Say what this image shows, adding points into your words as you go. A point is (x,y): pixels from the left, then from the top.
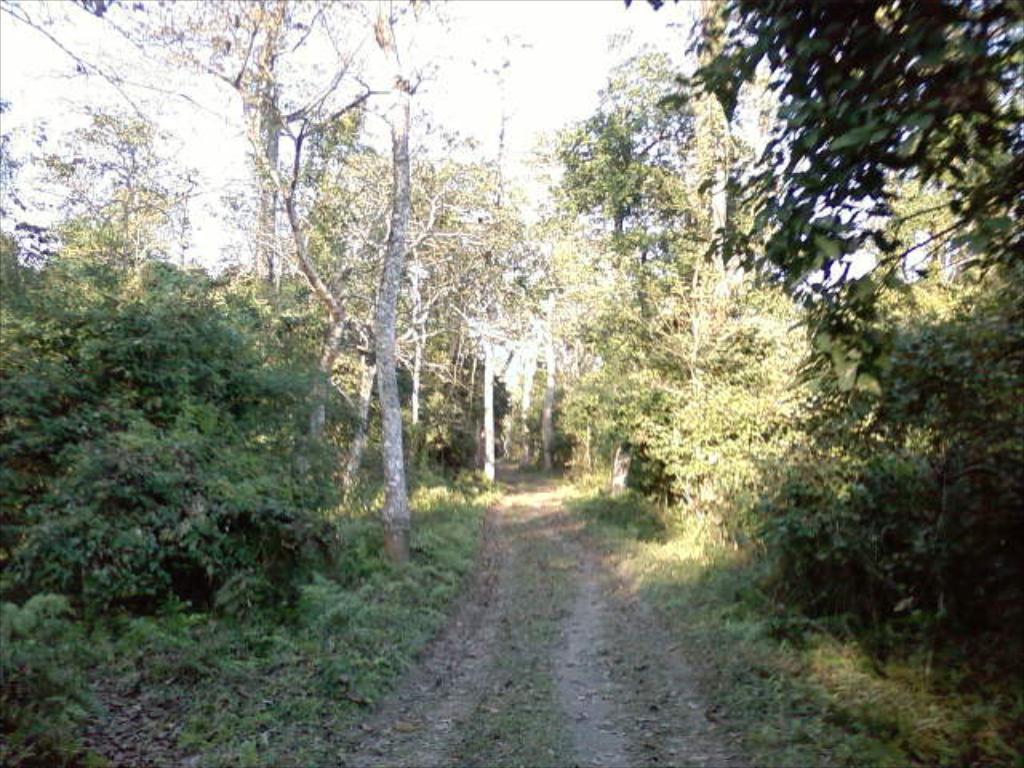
In this image in the middle (556,483) there is a path (548,602). On both sides there are trees (453,278). The sky (517,134) is clear.
